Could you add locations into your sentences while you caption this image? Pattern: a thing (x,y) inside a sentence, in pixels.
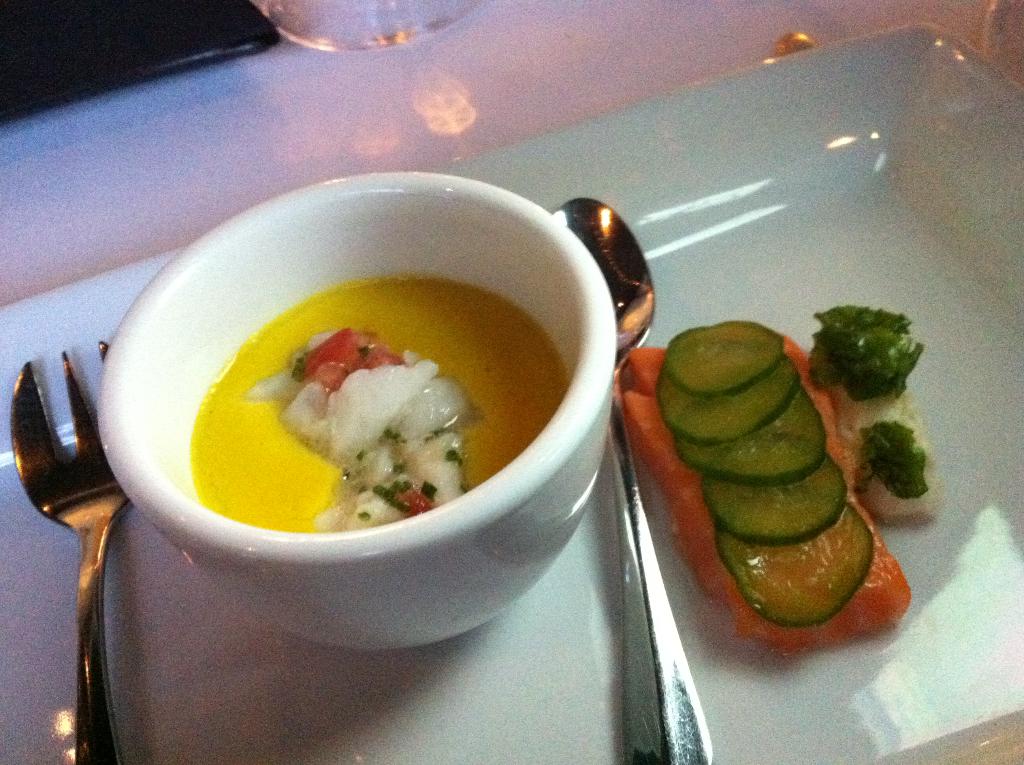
In this image we can see soup (256,368) in the bowl (394,522), cutlery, meat (749,610) topped with cucumber (750,549) placed on the serving plate (784,178).
